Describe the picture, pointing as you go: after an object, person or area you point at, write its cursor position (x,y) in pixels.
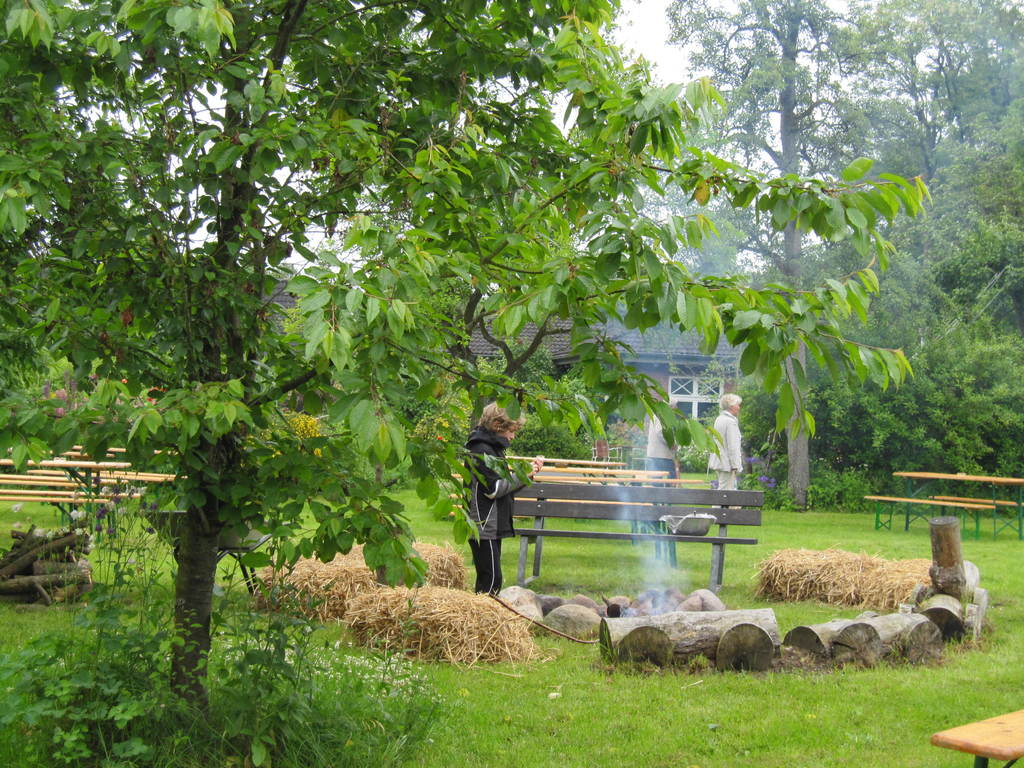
In this image in the front (270,265) there is a tree (211,316) and there's grass (611,732) on the ground (692,748). In the background (593,485) there are persons (652,442) standing there are empty benches (942,498), there is a house (681,379) and there are trees (916,316) and in the center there is dry grass (404,600) on the ground (981,567) and there are wooden logs (926,599).
